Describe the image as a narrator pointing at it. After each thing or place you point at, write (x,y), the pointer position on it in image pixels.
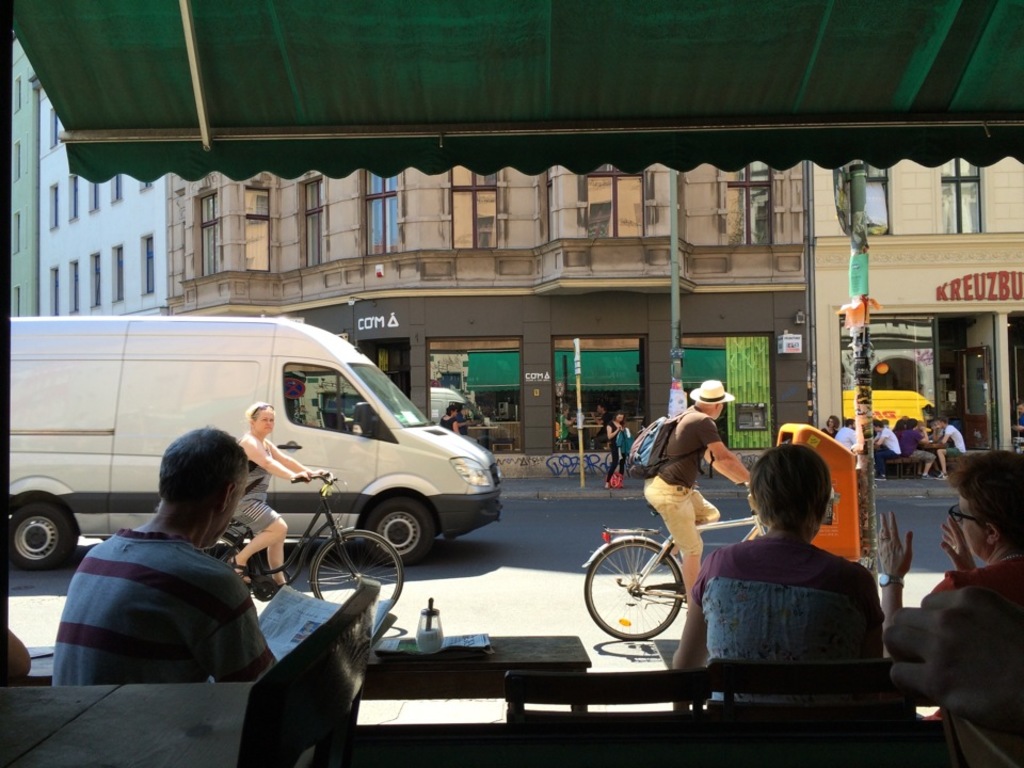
In the image we can see there are people (266,512) who are sitting on bicycle (622,554) and others (960,699) are sitting on chair (685,678). There is a van (276,355) which is parked on the road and on the other side there is building (782,293) and the person (672,495) is wearing hat (710,387) and on the other side there are others (876,447) who are sitting on chair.
